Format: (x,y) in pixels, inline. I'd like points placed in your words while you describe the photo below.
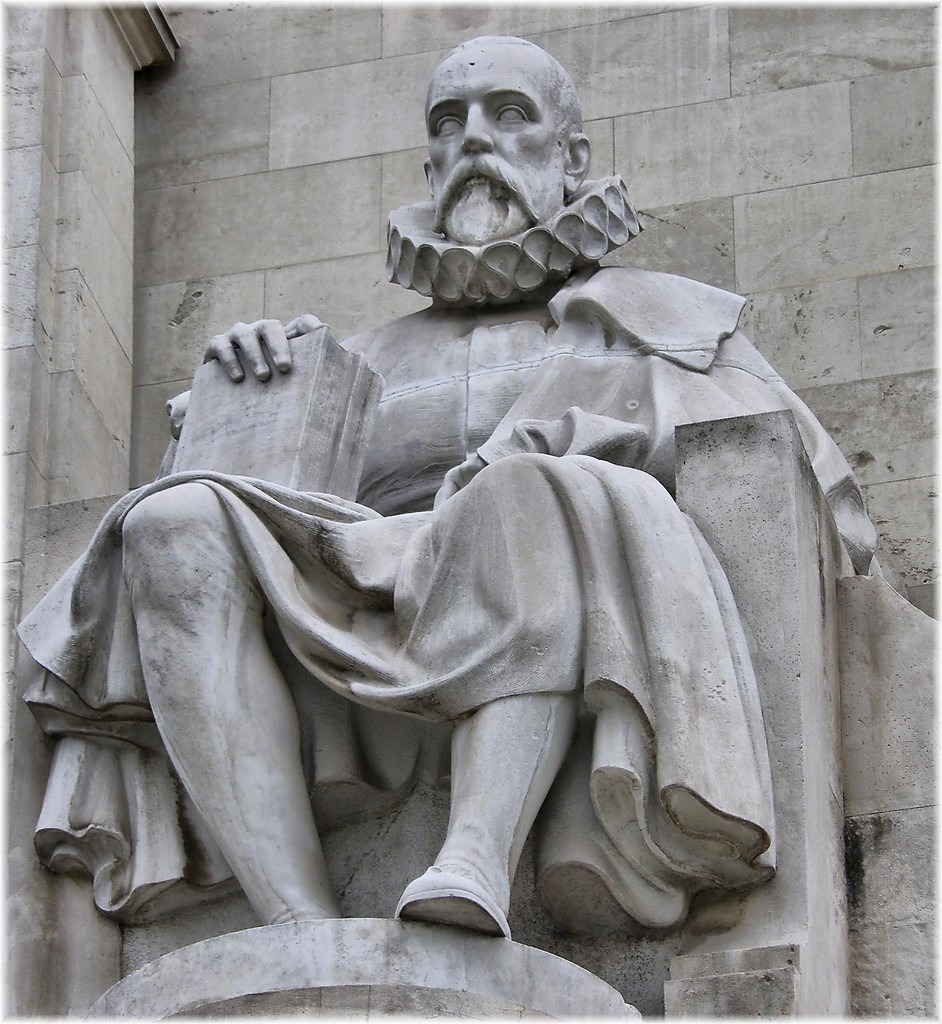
In the picture I can see a statue (567,368) of a person (552,431) sitting and holding a book (308,434) in his hand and there is a wall (283,35) behind him.
